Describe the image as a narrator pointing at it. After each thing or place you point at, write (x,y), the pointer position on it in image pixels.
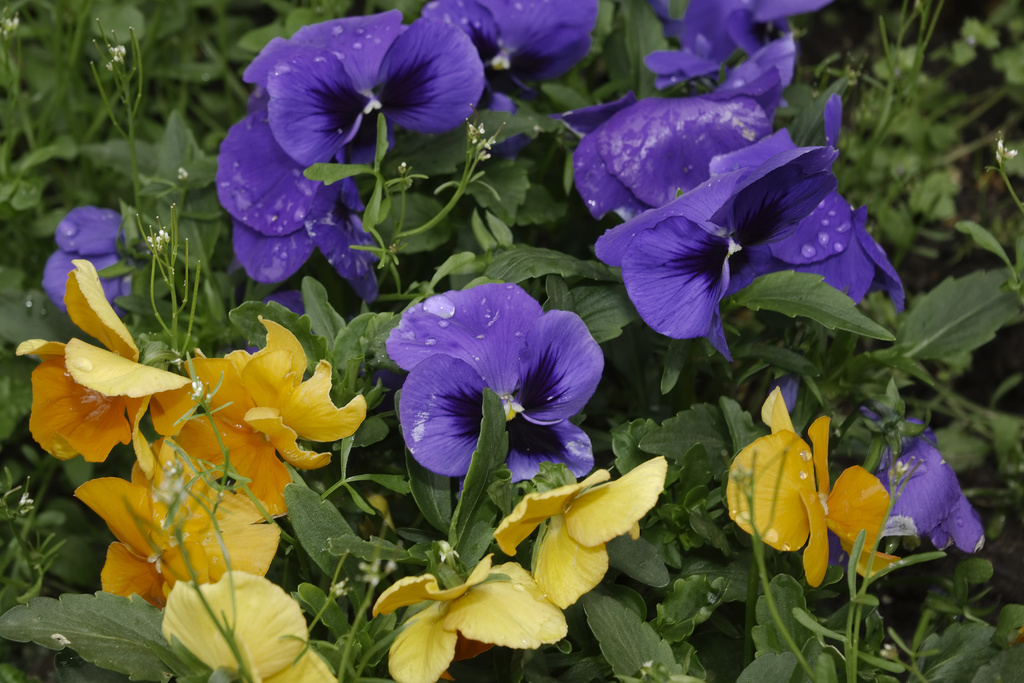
In the image there are many flower plants (560,348) on which some flowers (224,508) are yellow in color and remaining are purple color.
